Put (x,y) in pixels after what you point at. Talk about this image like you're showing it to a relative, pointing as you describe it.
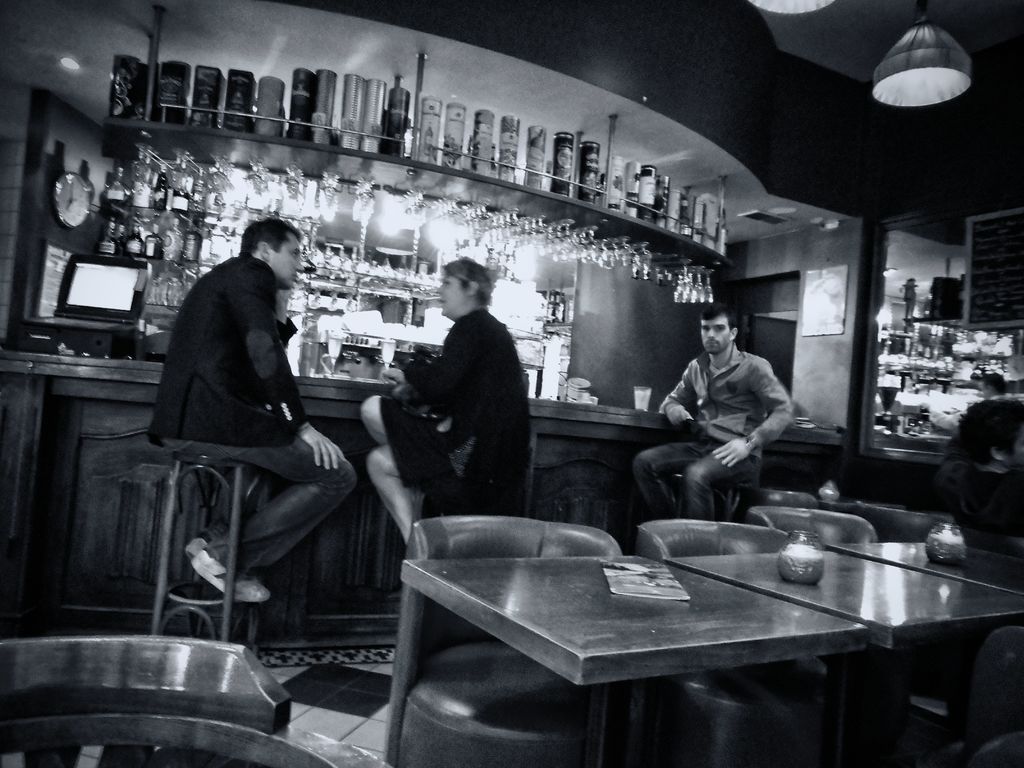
In this image i can see two men (285,377) and a woman (487,409) sitting, there is a table (553,577) and a chair (557,546) at the background (133,280) there are few bottles (165,249) in a cupboard (371,233), a desk top (123,291) and a clock (78,206).
